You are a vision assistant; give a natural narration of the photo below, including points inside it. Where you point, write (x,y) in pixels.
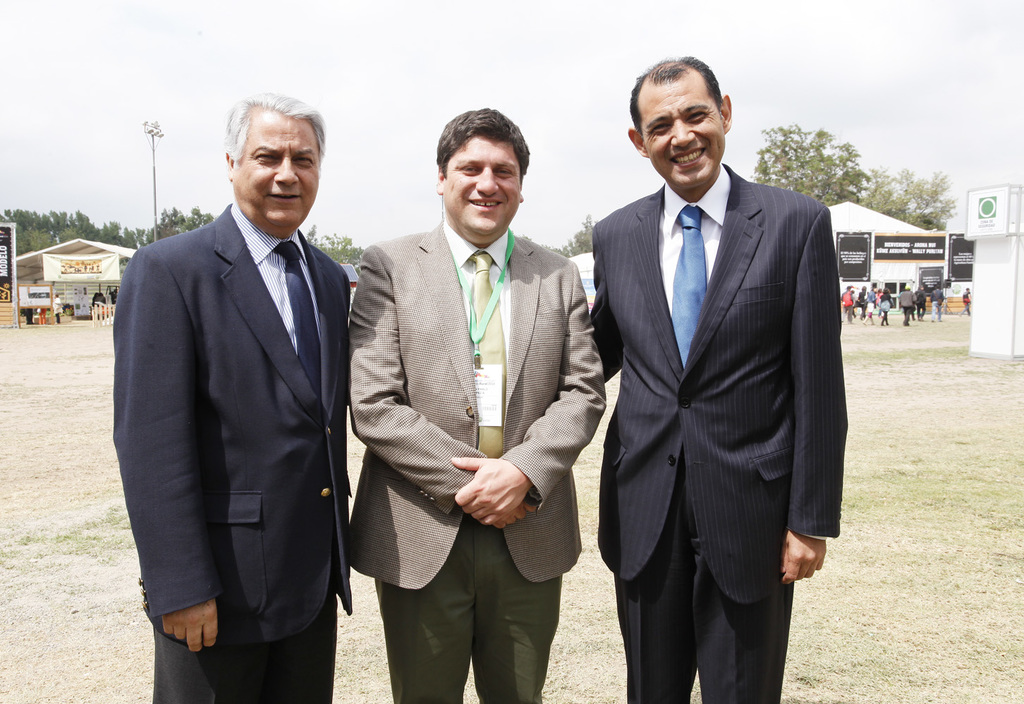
In this image there are three persons (667,336) wearing suit (281,425) and standing on a ground (934,370), in the background (72,302) there are sheds (878,264) and there are people (883,303), trees (837,189), pole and a sky (541,101).
